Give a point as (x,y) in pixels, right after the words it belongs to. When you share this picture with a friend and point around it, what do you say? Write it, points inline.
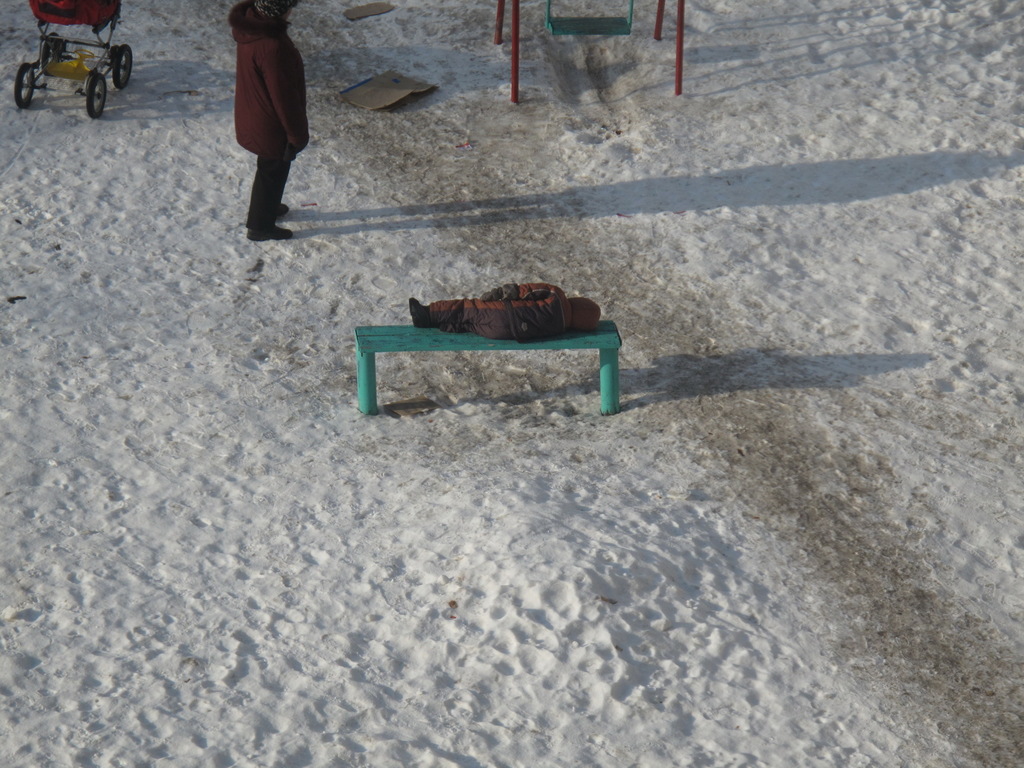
In this image, there are a few people (549,327). Among them, we can see a person (538,320) lying on the bench (465,339). We can see the ground (457,458) covered with snow (410,132) and some objects (405,83). We can also see a baby trolley (103,77). We can see some poles (681,13) and a swing set (582,19).
